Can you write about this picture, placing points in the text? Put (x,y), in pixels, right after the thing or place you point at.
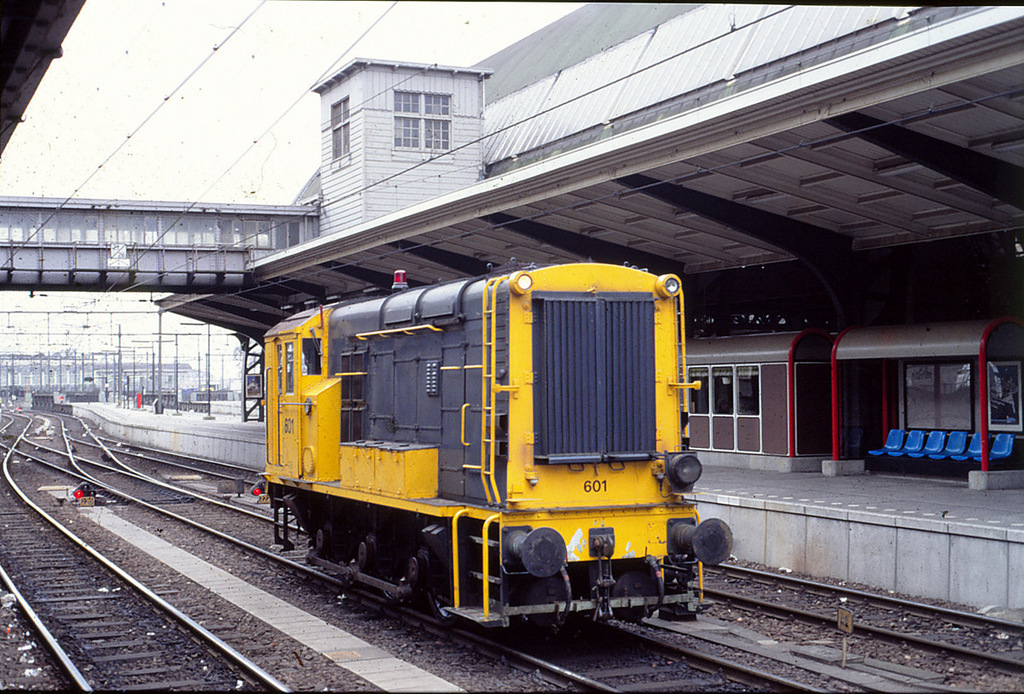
In the foreground of this image (441,465), there is an engine (475,549) on the track (546,668). In the background (951,504), there is platform (946,484), chairs (957,447), shed (854,328), cables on the top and we can also see sky (169,55) on the top (176,56). In the background (74,422), there are poles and the track (3,491).
